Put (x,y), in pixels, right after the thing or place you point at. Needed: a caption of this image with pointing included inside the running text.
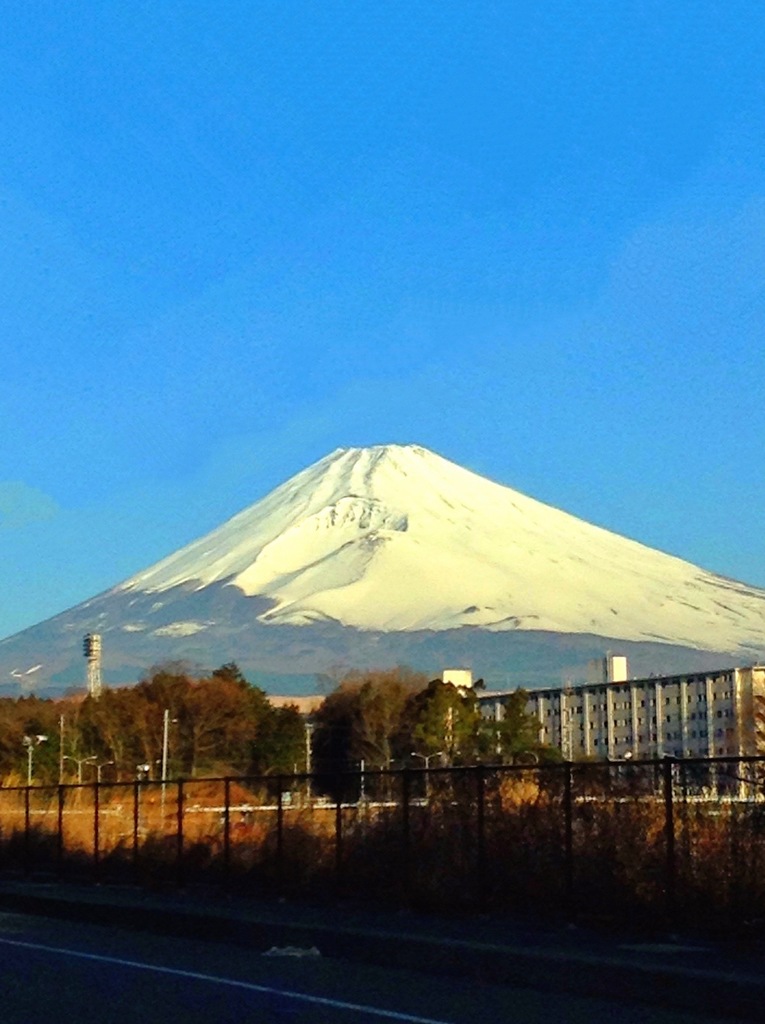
There is a road (41,940). Near to the road (2,976) there is a sidewalk (600,938) with fencing (284,822). In the back (201,721) there are trees (427,718), building (548,711), hill (388,542) and sky (387,243).
